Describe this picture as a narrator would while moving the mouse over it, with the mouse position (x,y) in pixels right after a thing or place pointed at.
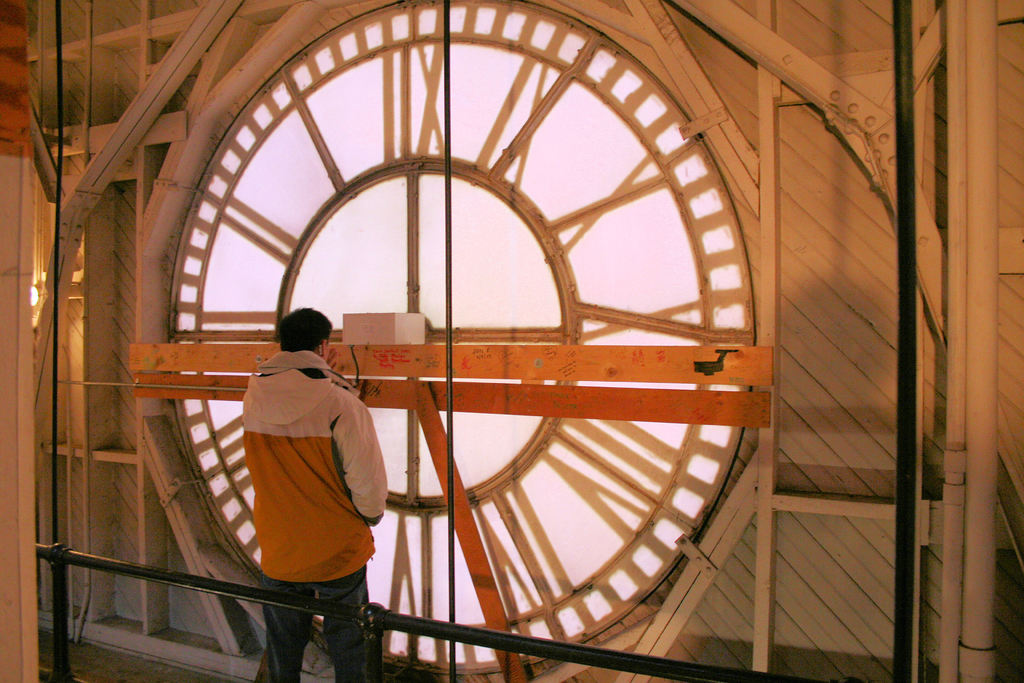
In this image I can see there is a person (294,488) standing behind the clock (513,119), this person (314,476) wore coat (333,474).
